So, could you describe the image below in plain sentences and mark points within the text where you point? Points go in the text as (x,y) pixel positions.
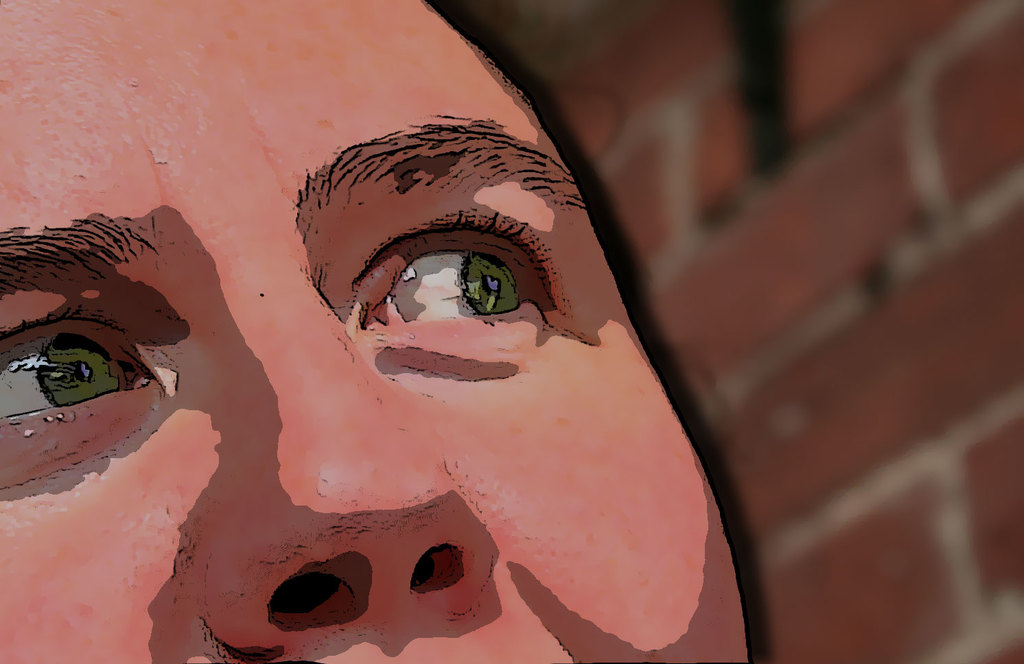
This is an edited picture and In the foreground of this image (469,587), there is a person's eye (420,321) and nose (377,438). On the right side of the image (885,323), there is a brick wall (863,296).
